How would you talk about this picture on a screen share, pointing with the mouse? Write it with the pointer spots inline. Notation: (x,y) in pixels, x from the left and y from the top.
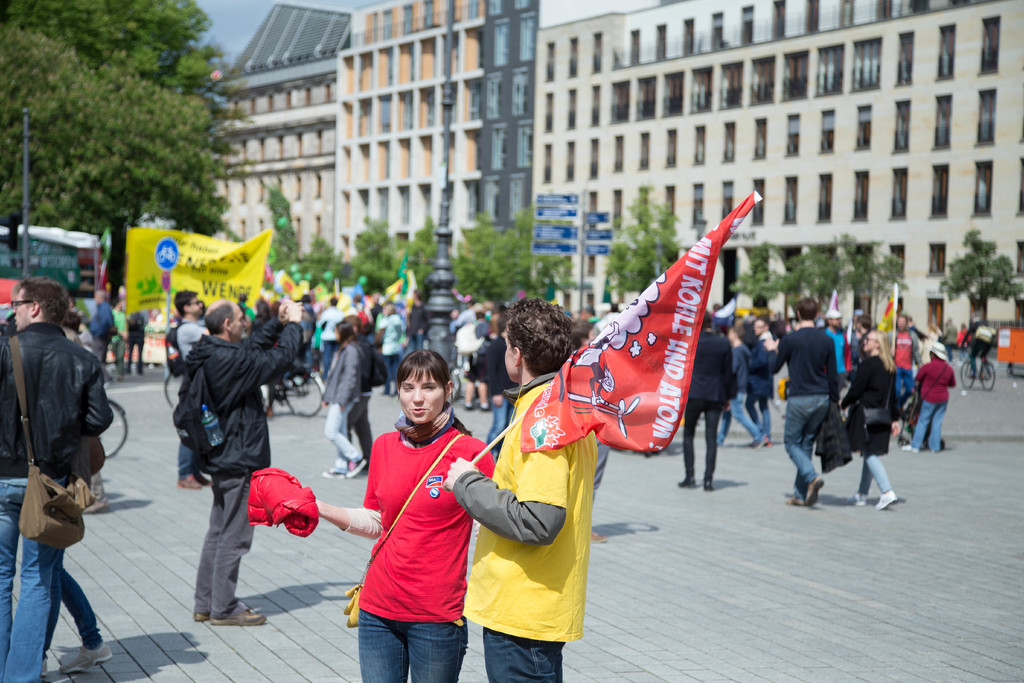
In this image we can see a few people (443,394), among them some people (504,480) are holding the objects (537,410), there are some trees (519,287), flags (406,287), boards (600,217) with text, also we can see few people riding the bicycles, there is a building (796,131) and a poster (185,249) with some text (186,245) and images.
